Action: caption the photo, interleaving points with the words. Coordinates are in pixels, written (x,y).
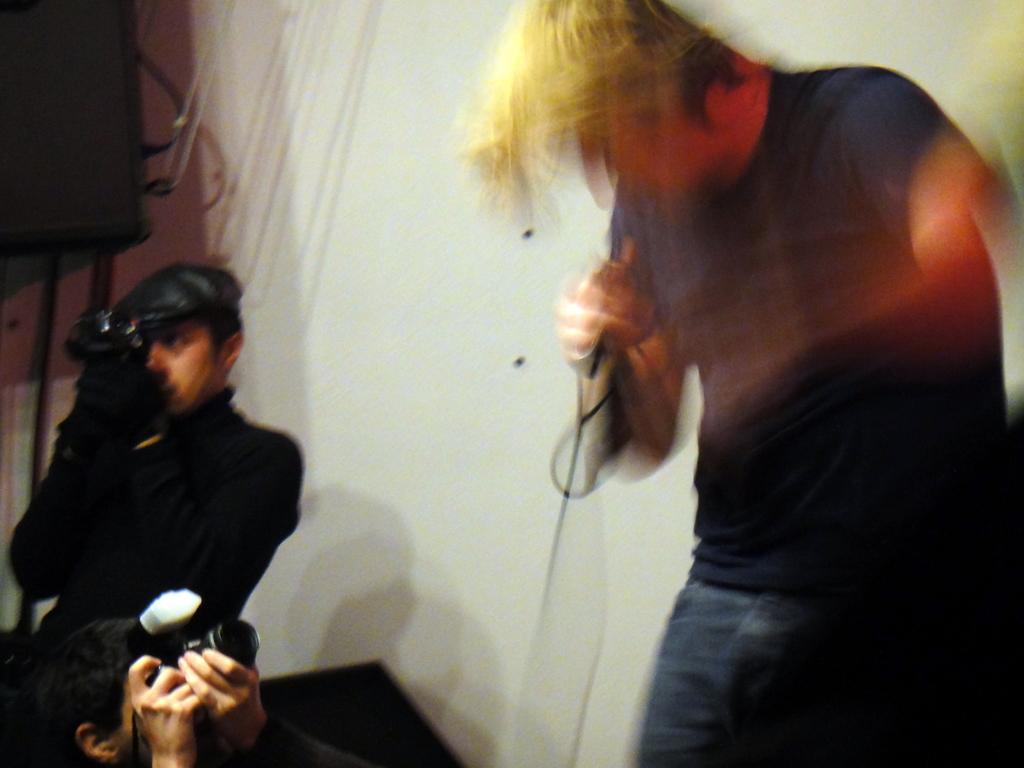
On the right side (761,333) there is a person (683,361) holding a mic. It is looking blurred. On the left side (141,560) two persons (148,535) are holding camera (110,332). Also there is a speaker (98,150). In the back (361,234) there's a wall (400,359). And the person (159,469) on the left side (159,469) is standing and wearing a cap (176,304).
